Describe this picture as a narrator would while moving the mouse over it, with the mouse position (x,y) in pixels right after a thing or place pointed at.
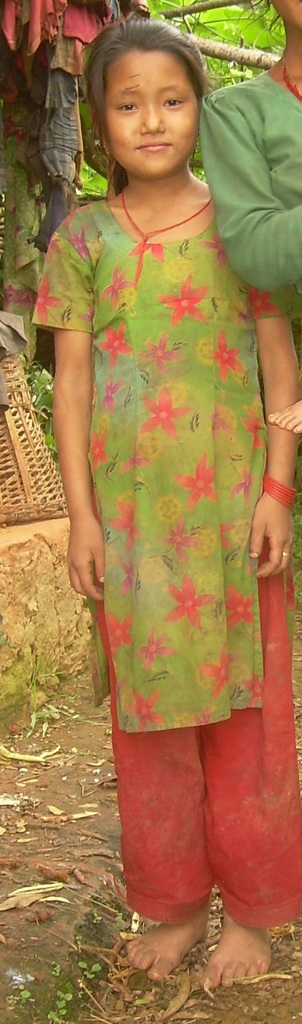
As we can see in the image there are two people (241,314) standing in the front (250,317). In the background (29,432) there is a basket (29,458) and tree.
